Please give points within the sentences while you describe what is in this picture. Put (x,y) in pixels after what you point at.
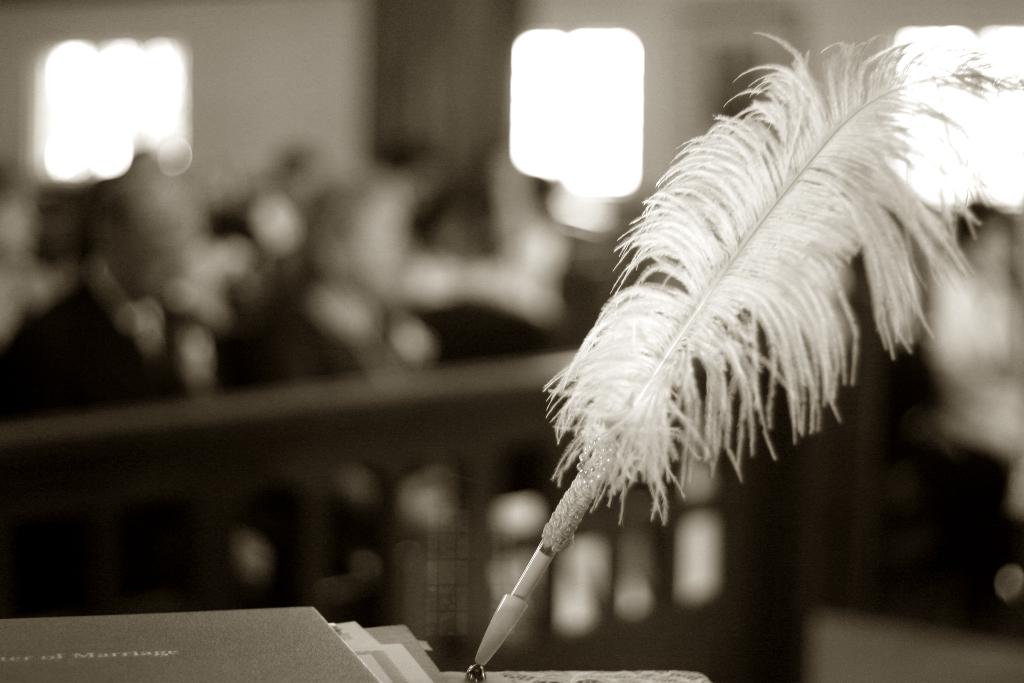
In the image there is a feather pen (625,435) in the foreground (777,249), beside that there are books (354,643). The background of the image (302,429) is blur.
